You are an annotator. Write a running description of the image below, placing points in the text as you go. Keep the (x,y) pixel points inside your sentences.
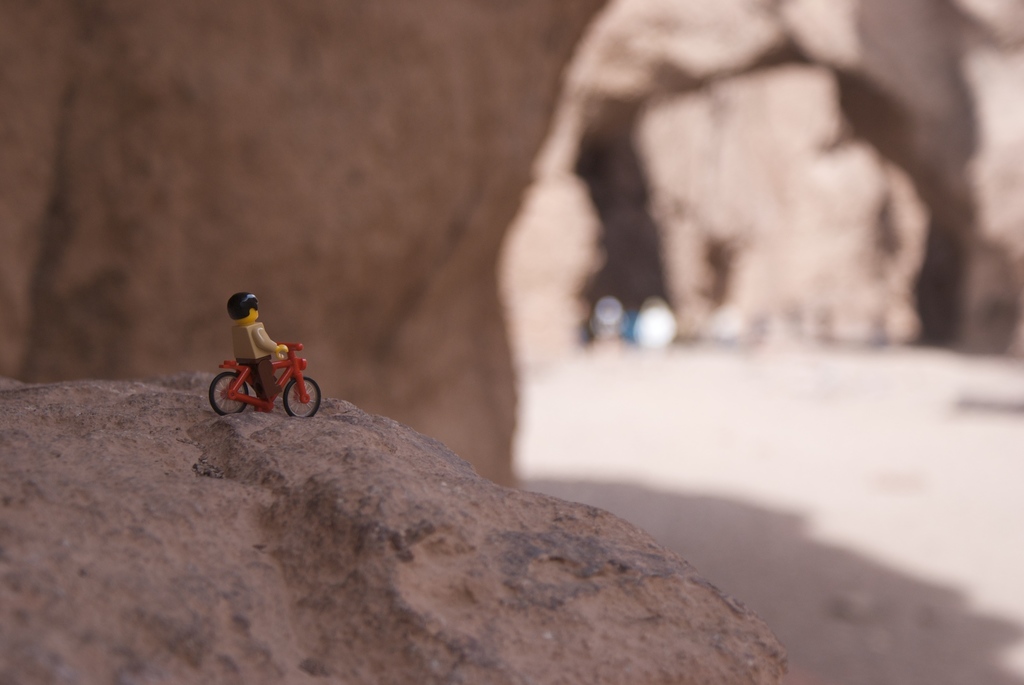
In this picture we can see a toy (244,390) on a rock (154,453). There are few rocks (727,296) in the background (816,61).
